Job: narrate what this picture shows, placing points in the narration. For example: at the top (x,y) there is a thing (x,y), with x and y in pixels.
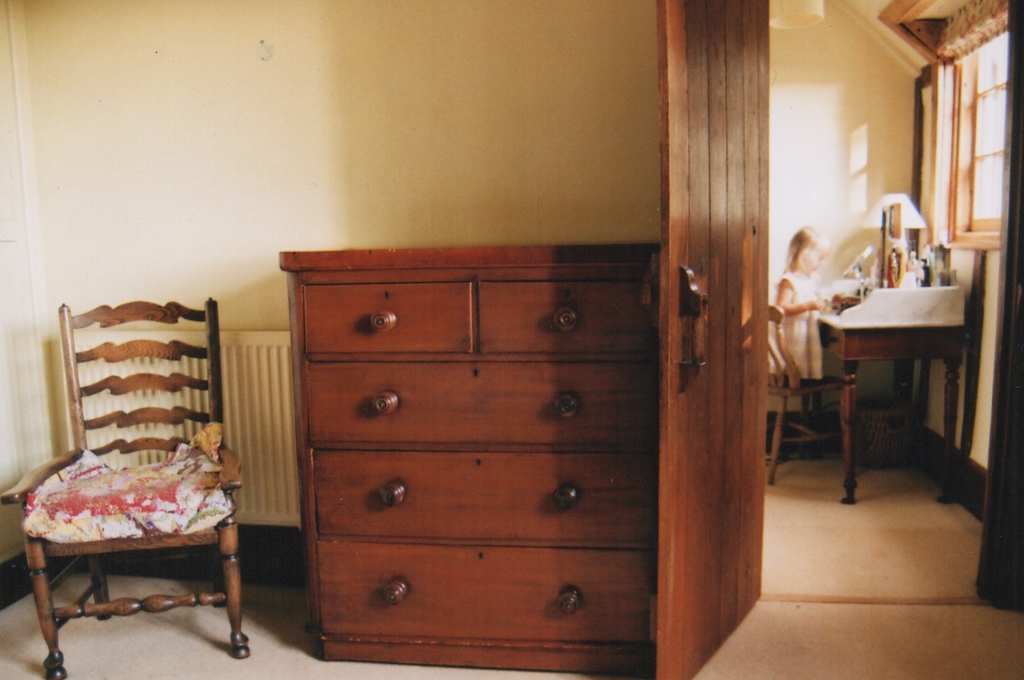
In this image we can see the interior of a room (254,546) and on the left side (156,601), we can see a chair (181,422) and cupboard (314,582). On the right side (951,285), we can see a girl (794,302) and in front of her there is a table (904,325) and we can see some objects (892,229) on it and to the side we can see a chair (771,385).
